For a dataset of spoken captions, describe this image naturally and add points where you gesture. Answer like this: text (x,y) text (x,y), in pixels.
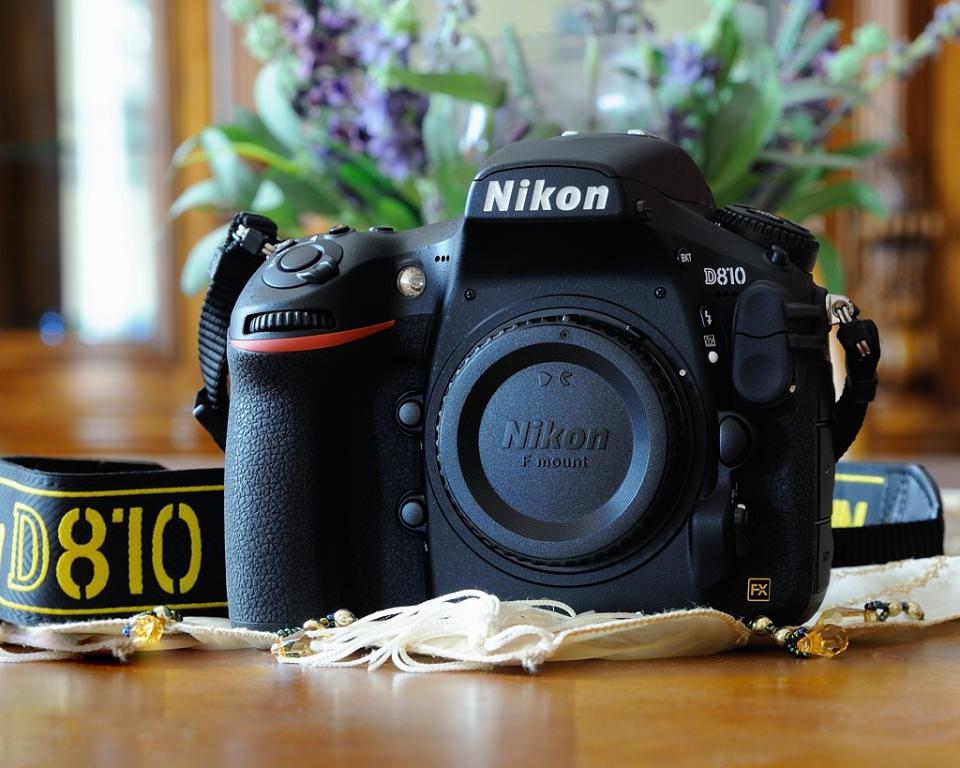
In this image we can see black color Nikon camera (526,440) which is on the surface (480,715) and in the background of the image (405,154) we can see flower vase (722,57).
